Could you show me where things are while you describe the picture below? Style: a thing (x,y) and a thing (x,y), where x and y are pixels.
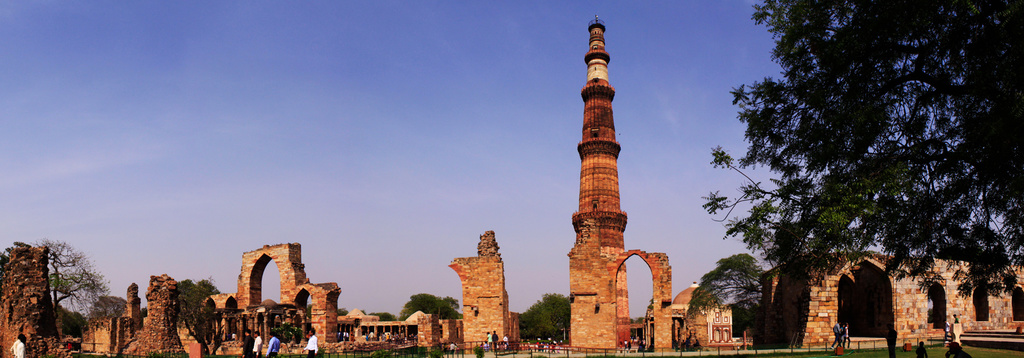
In this picture we can observe a tower (589,146). There are some walls (39,314) and trees (425,297). We can observe some people (254,341) walking. In the background (340,152) there is a sky (215,133).
